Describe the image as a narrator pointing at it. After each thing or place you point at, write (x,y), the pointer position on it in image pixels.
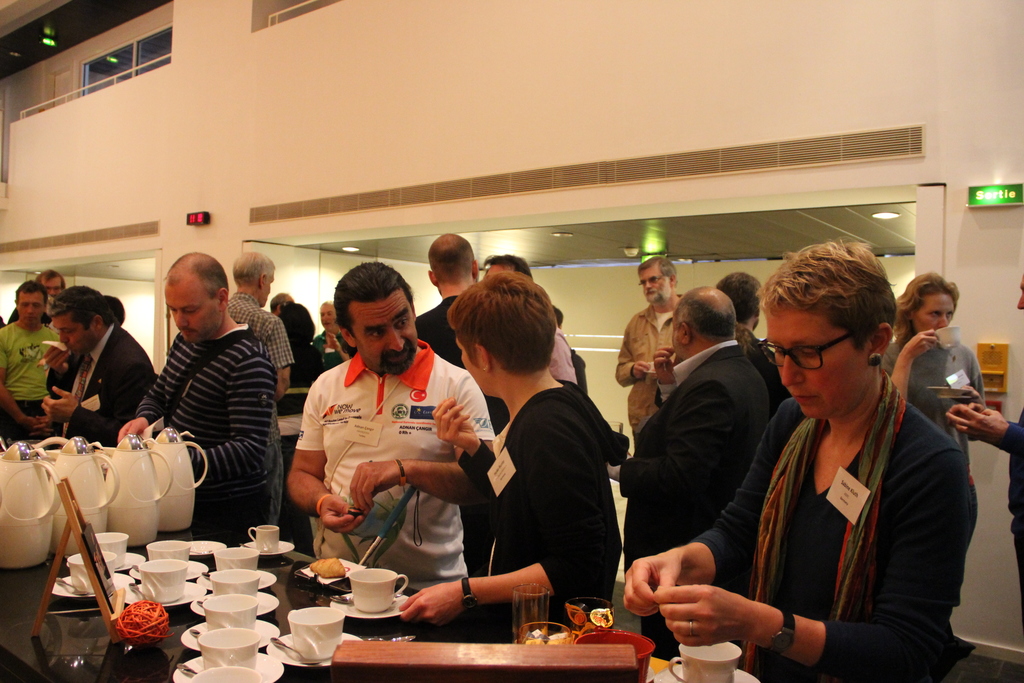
In this picture I can see group of people (470,390) standing, there are cups (152,576), saucers (199,588), spoons (141,596), jugs (157,525), a yarn ball (165,626), glasses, photo frame (109,581) with a stand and some other items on the table (115,660), there are lights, boards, iron rods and there are linear air vents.
